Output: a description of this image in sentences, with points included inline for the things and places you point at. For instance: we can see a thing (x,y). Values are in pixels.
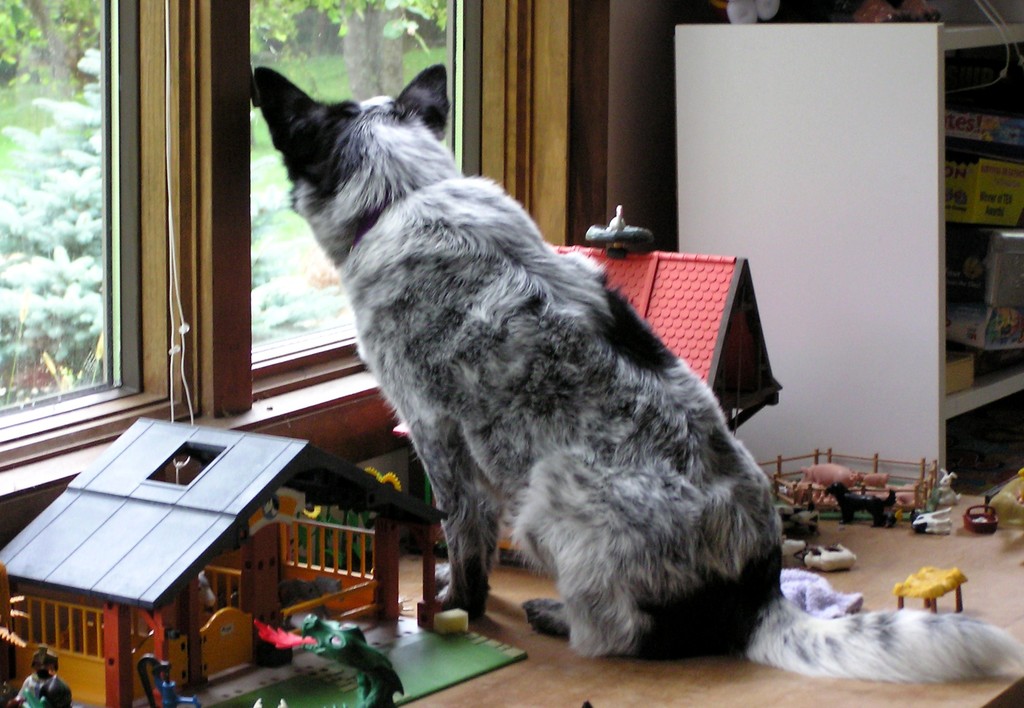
In this image we can see a dog (598,412) and some toys (660,316) on a table (529,595). We can also see some plants (52,304) from a window (98,304). On the right side (981,296) we can see some cardboard boxes (961,189) and objects (994,435) placed in the shelves (1007,388).
